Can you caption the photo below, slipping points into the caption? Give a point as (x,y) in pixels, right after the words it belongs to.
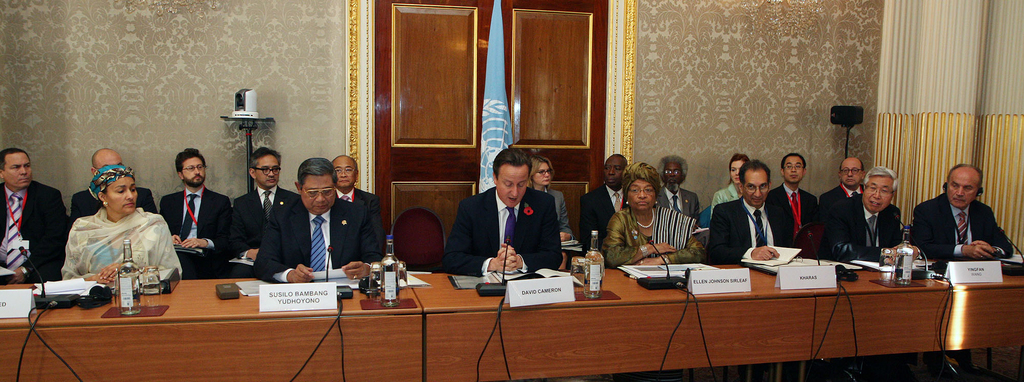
This picture describes about group of people (715,214), they are seated on the chairs (426,243), in front of them we can find few bottles (394,272), name boards (301,291), microphones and glasses (377,271) on the table (652,292), and also we can find few files (650,273) and papers (420,281), in the background (502,89) we can see a flag (486,77) and a speaker (846,111).
